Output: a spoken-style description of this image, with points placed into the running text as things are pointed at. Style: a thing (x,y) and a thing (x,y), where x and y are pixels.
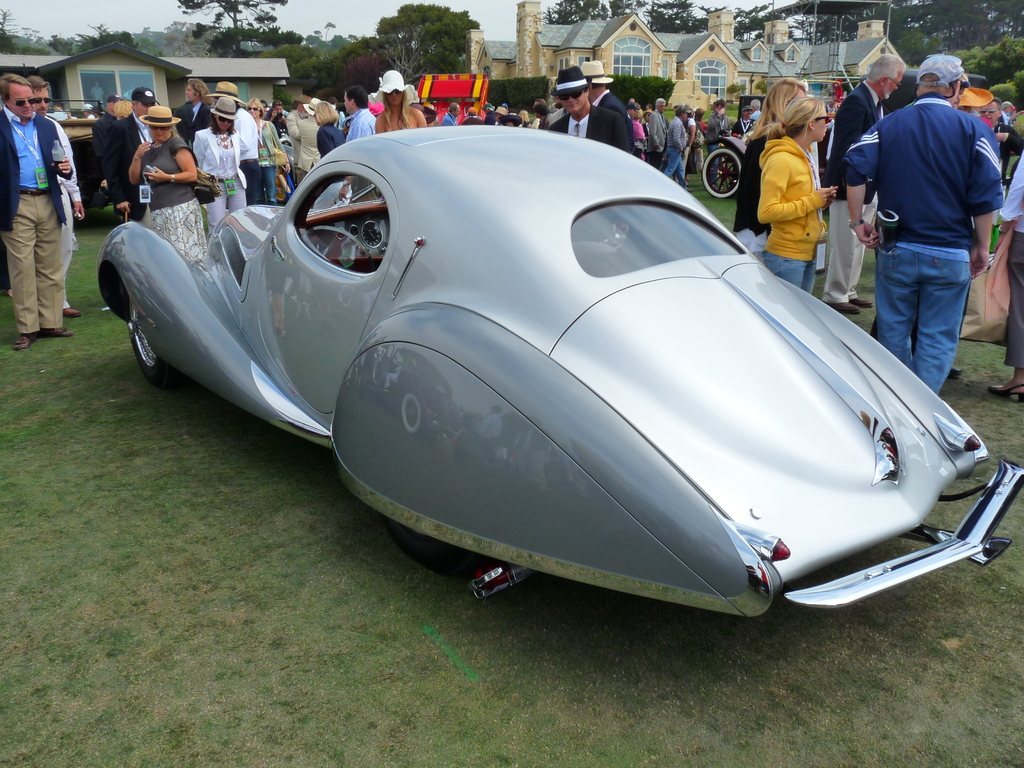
This is a car (571,305), here men (977,171) and women (769,135) are standing, there are houses (647,38) and trees (284,41), this is sky (338,20).
